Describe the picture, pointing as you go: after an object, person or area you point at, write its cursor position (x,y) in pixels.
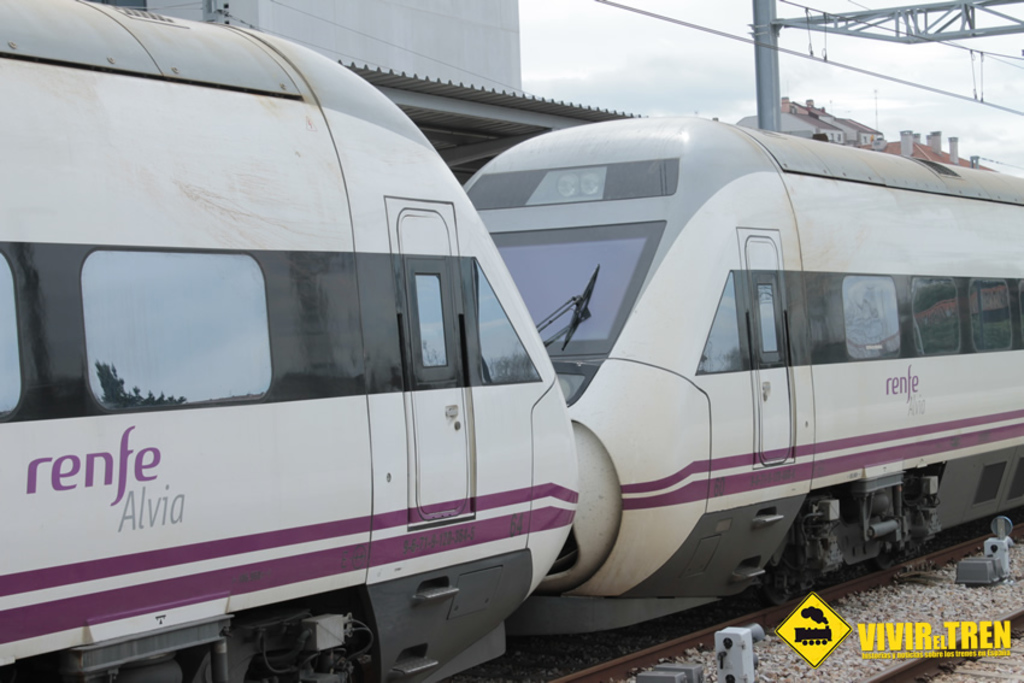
In this image I can see railway tracks (965,669) and on it I can see white colour train (559,473). I can also something (67,489) is written on this train (616,399). In background (777,56) I can see few buildings (851,121), a pole (770,39), few wires (892,76) and the sky (635,58). Here I can see watermark (829,647).
